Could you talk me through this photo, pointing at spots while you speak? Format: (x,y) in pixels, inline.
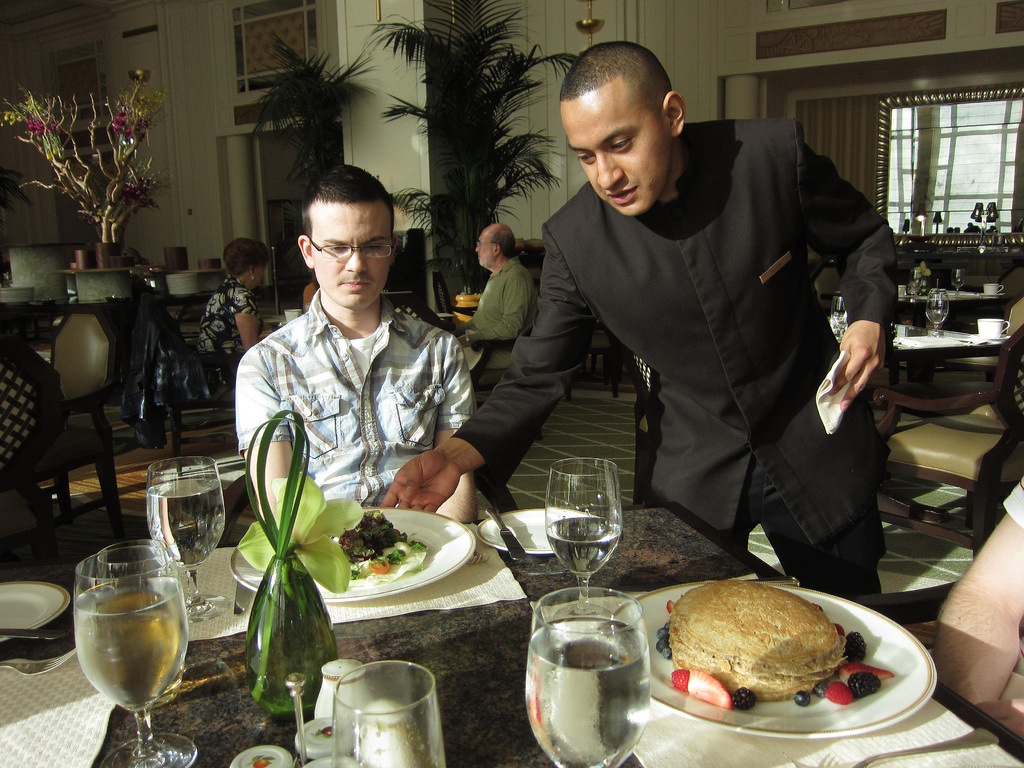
In the foreground of the image (74,751) there is a table (425,621) on which there are glasses (640,660), food items (749,650) in plates (421,577) and other objects (436,600). There is a person (279,405) sitting on chair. Beside him there is a person (623,279) standing wearing a black color dress (726,335). To the right side of the image (954,619) there is a person (956,618) sitting on chair (925,608). In the background of the image (215,291) there are chairs (486,351), tables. There are people (246,296) sitting on chairs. There is wall (674,15). There are plants (319,112). To the right side of the image (906,111) there is a window (950,197).
